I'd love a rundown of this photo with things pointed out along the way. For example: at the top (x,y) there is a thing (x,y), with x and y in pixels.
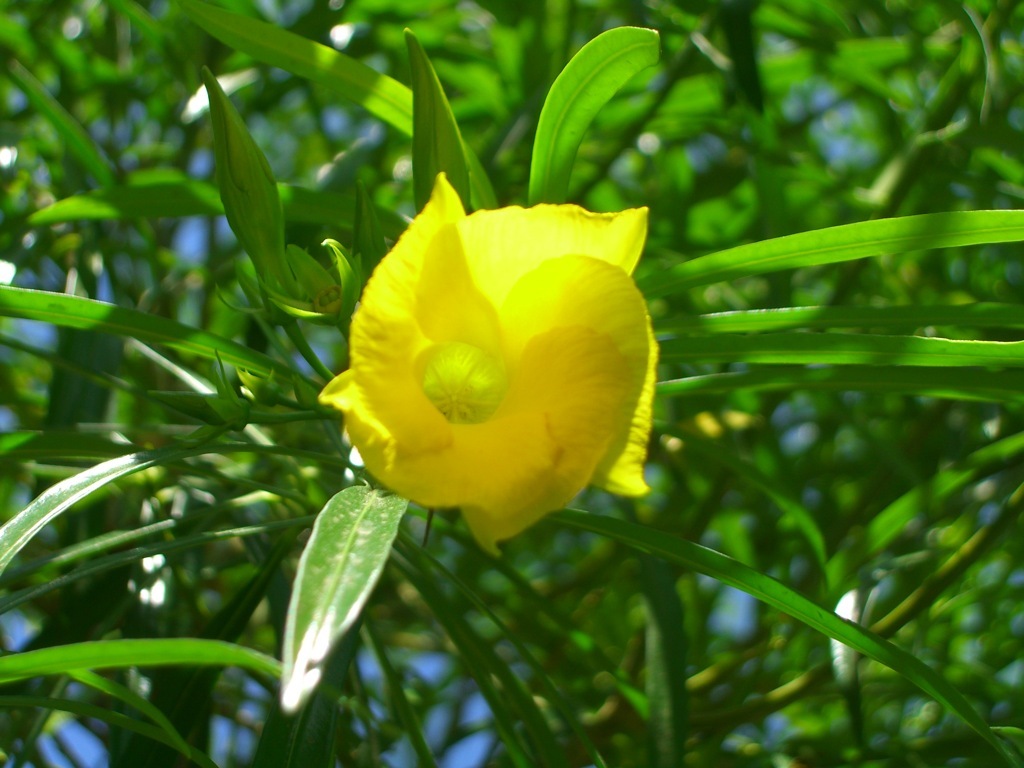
In the middle of the image (413,455) I can see a flower (522,444). In the background of the image (722,406) there are leaves (620,564).
